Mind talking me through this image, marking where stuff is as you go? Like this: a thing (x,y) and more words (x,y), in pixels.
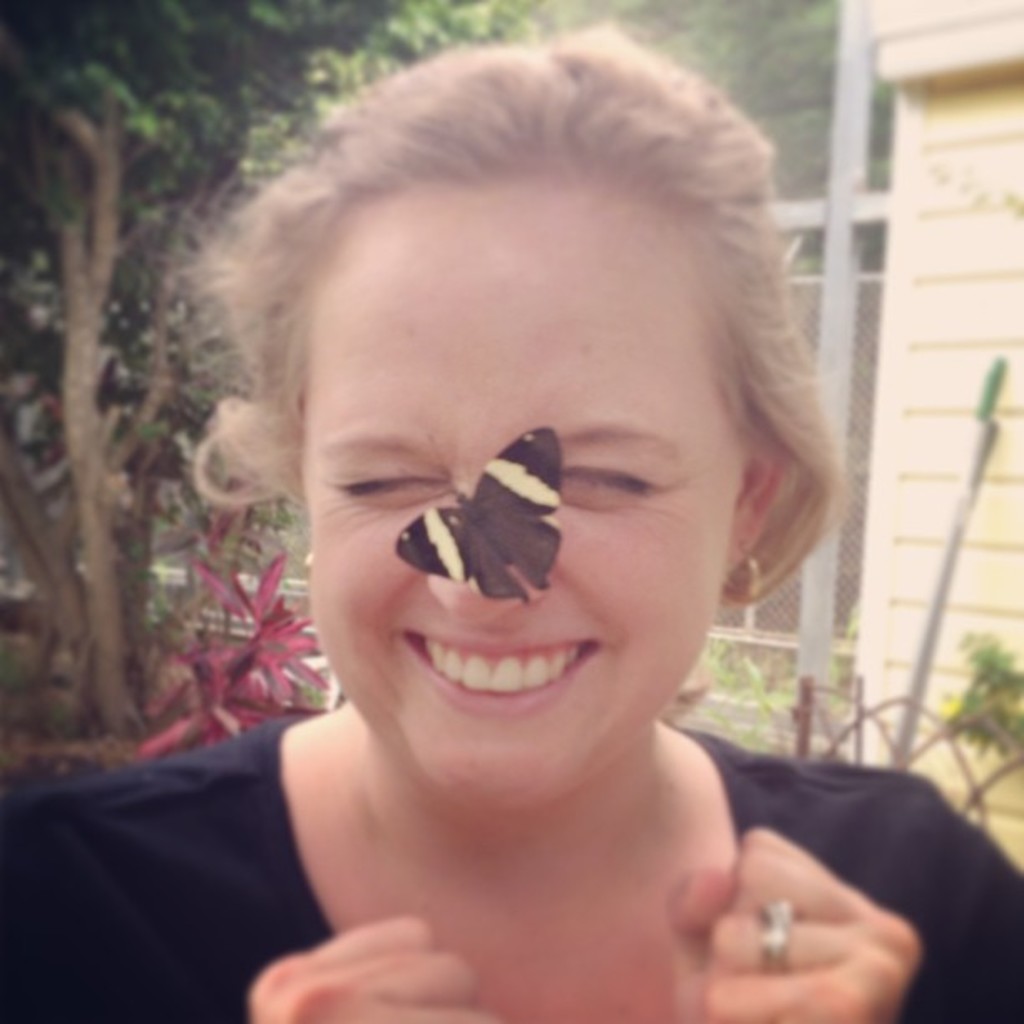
A person (313,215) is standing wearing a black t shirt (779,773). There is a butterfly (520,539) on her nose (508,562). Behind her there are trees (9,107), fencing (837,617) and a building (935,351).
